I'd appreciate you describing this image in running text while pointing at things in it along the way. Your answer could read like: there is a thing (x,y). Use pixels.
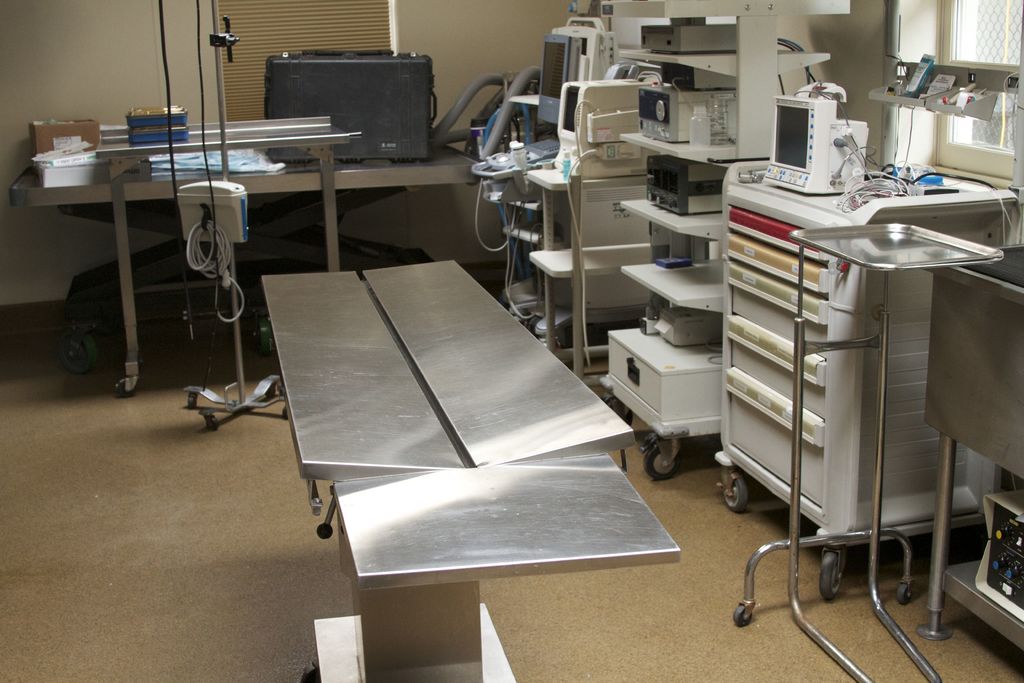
In this picture we can see table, stand (229,249) and floor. We can see equipments (589,304) and devices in racks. In the background of the image (426,141) we can see box (397,62) and objects (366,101) on the table (364,174), wall (467,3) and window blind (317,15), in front of the table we can see box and cable (205,259) on stand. On the right side of the image (925,95) we can see objects (926,62) on the platform (924,104) and window (968,141).
